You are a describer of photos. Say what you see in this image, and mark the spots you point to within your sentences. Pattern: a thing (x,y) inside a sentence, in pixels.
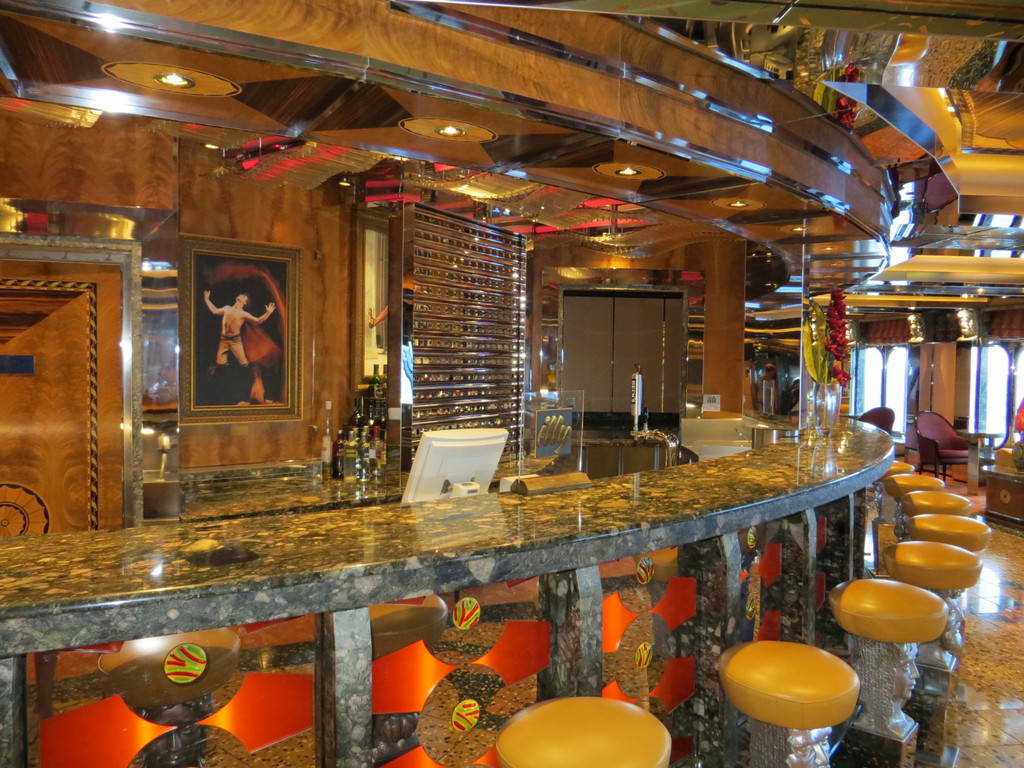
In this image we can see a countertop (852,430) and stools (895,608). At the top of the image (490,95), we can see the roof (611,128) and lights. On the right side of the image (932,425), we can see the chairs (960,439). In the background (353,460), we can see bottles (371,441), monitor (473,443), frame (267,362) on the wall (166,432) and some objects (651,434).
